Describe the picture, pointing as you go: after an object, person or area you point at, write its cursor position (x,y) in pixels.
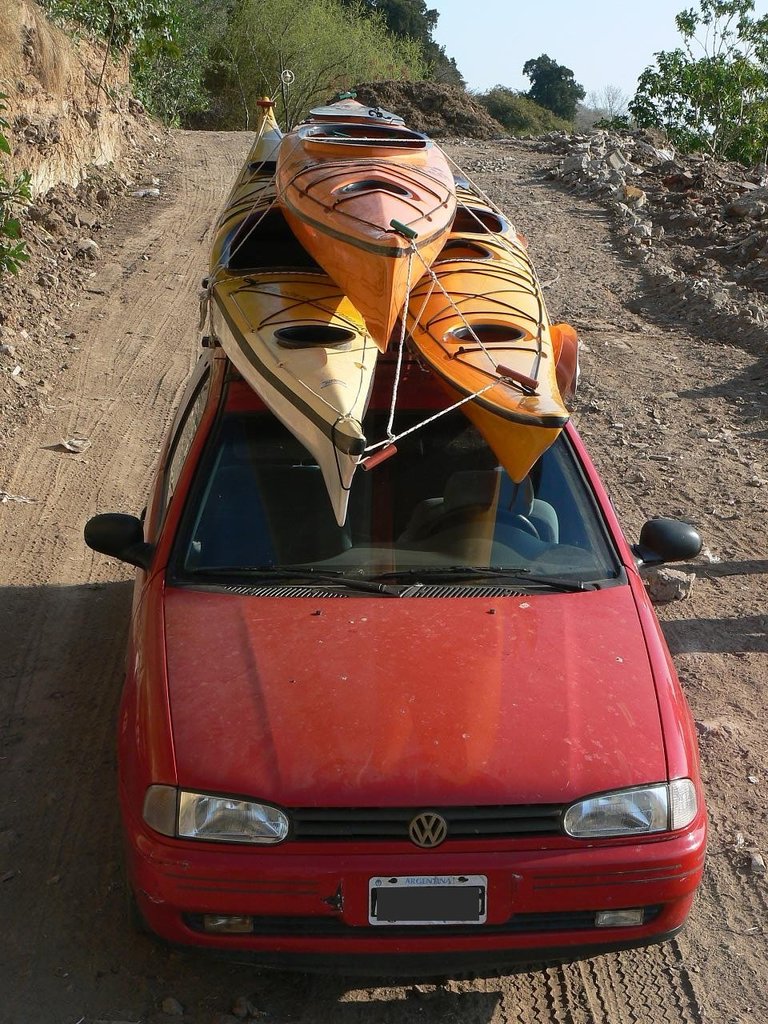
In this image there is a vehicle (333,538) on the path (108,477) and there are a few objects (306,351) on the vehicle (460,408). In the background (294,32) there are trees (134,37) and the sky (644,38).
